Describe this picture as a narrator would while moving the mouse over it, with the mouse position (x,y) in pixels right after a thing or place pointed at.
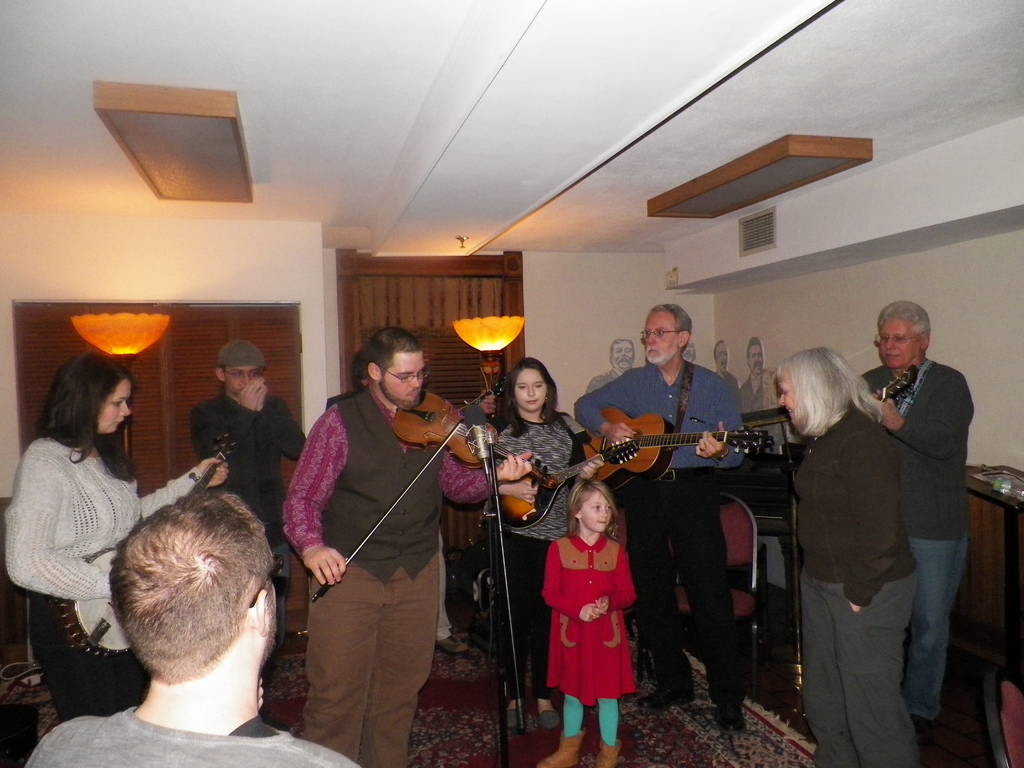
There are some people (879,430) standing. In their hands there are some musical instruments (515,504). Two ladies (83,516) are playing a banjo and a mandolin (537,499). One man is playing a guitar (637,439). The man (391,469) in the vest (373,476) is playing a violin (442,440). In front of him there is a mic (485,445). Behind them there is a door (425,308). Small girl (579,590) with red dress (577,611) is standing.
